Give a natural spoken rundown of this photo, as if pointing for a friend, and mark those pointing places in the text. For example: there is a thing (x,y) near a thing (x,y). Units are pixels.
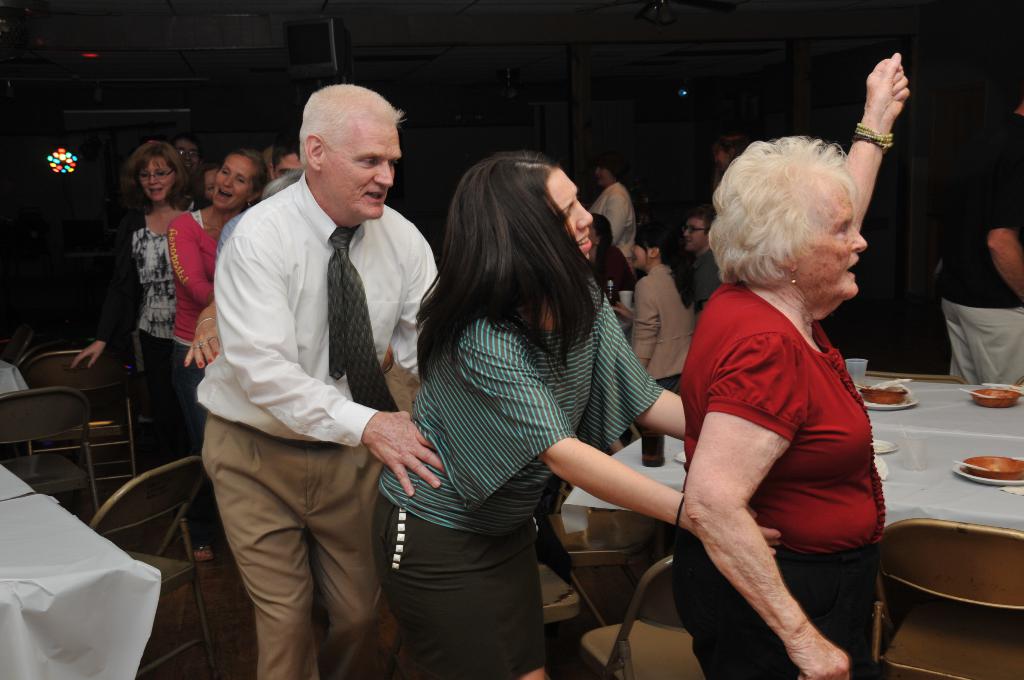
In this picture we can see a group of people (369,490) on the ground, here we can see chairs (674,606), tables (949,504), bowls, glasses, bottles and some objects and in the background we can see a television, lights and some objects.
